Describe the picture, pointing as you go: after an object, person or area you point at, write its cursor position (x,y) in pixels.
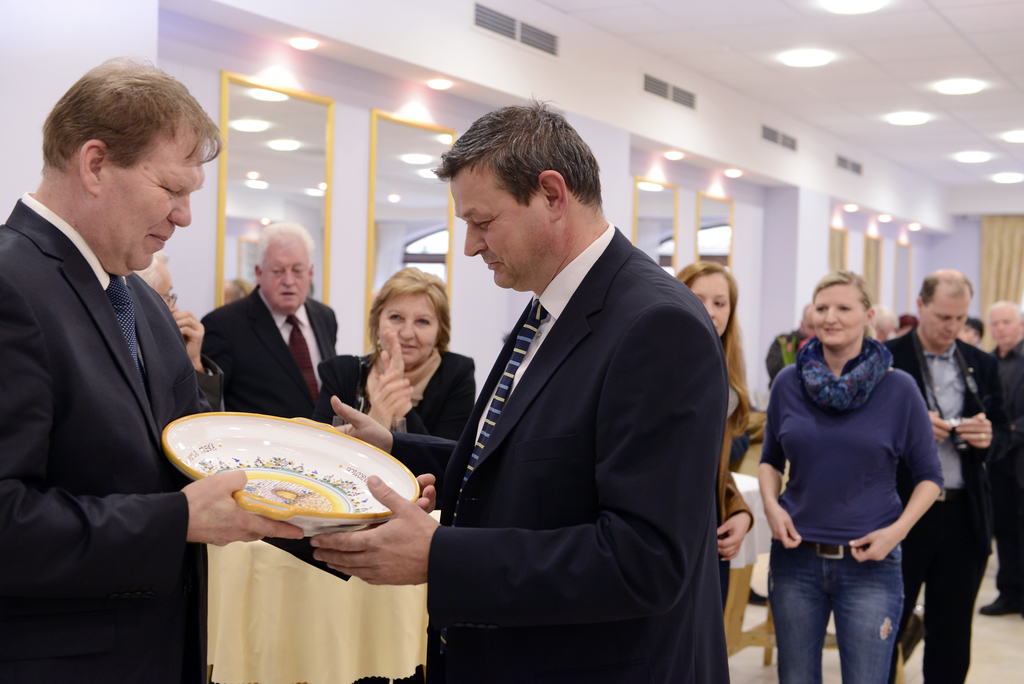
In the image I can see two people (617,458) wearing suits (191,383) and holding bowl like thing (269,468) and behind there are some other people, mirrors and some lights (979,159) to the roof (956,122).
